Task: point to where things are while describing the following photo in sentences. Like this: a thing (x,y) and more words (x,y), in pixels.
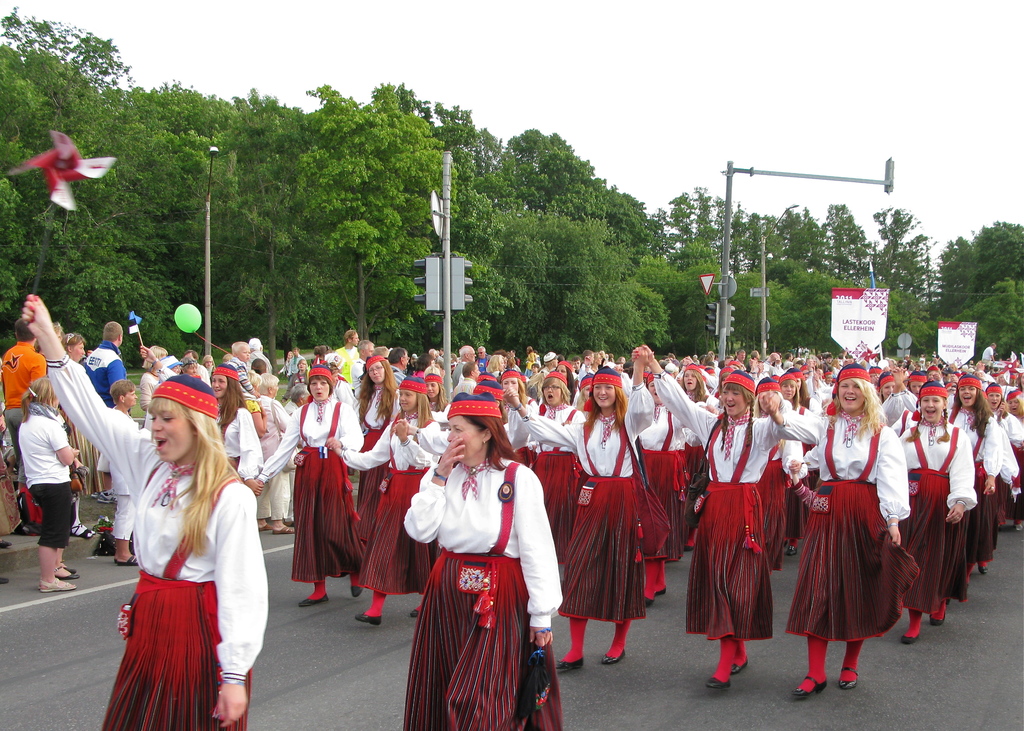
In the foreground of the picture (523,504) there are women (536,476) in white and red costume (322,504). In the background (432,272) there are signal lights (713,318), poles (726,222) and trees (493,253). Sky (973,50) is cloudy. On the left (54,402) there are people (25,396).
